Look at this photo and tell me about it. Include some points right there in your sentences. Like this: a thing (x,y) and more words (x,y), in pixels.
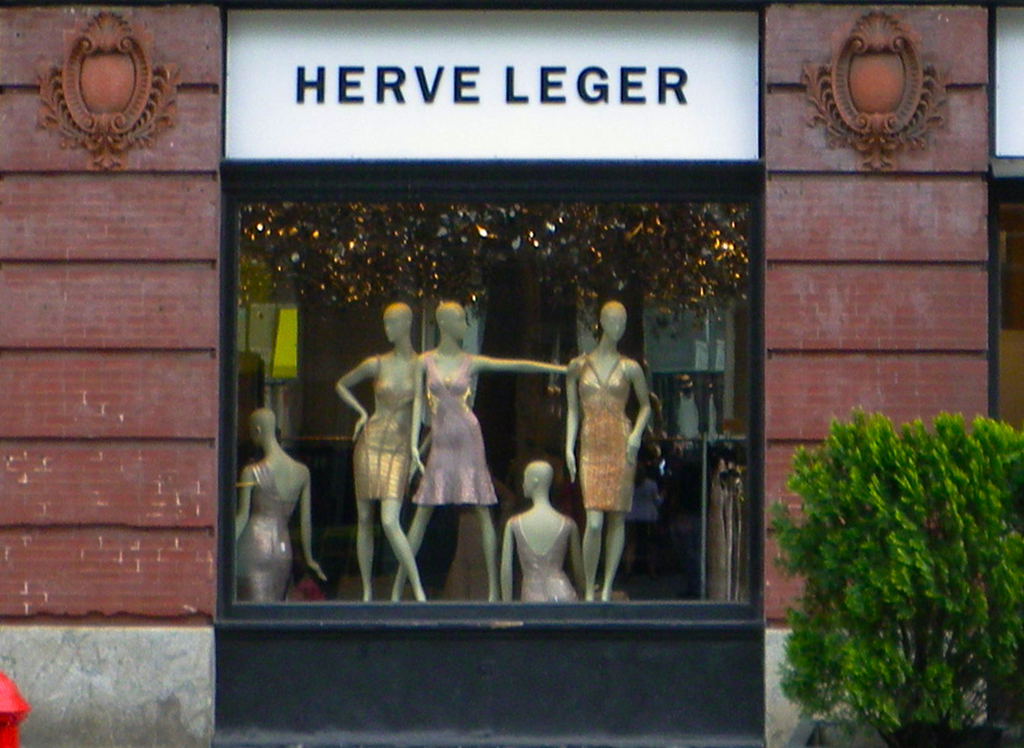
In this image there is a glass (481,325) in the middle (509,442). There is wall (171,305) on either side of the glass (494,354). Through the glass (496,348) we can see that there are mannequins (585,398) in the store (535,379). On the right side (943,540) bottom there is a plant (887,611). On the left side (19,691) bottom there is a fire hydrant (5,703). At the top (476,73) there is some text (543,80).
